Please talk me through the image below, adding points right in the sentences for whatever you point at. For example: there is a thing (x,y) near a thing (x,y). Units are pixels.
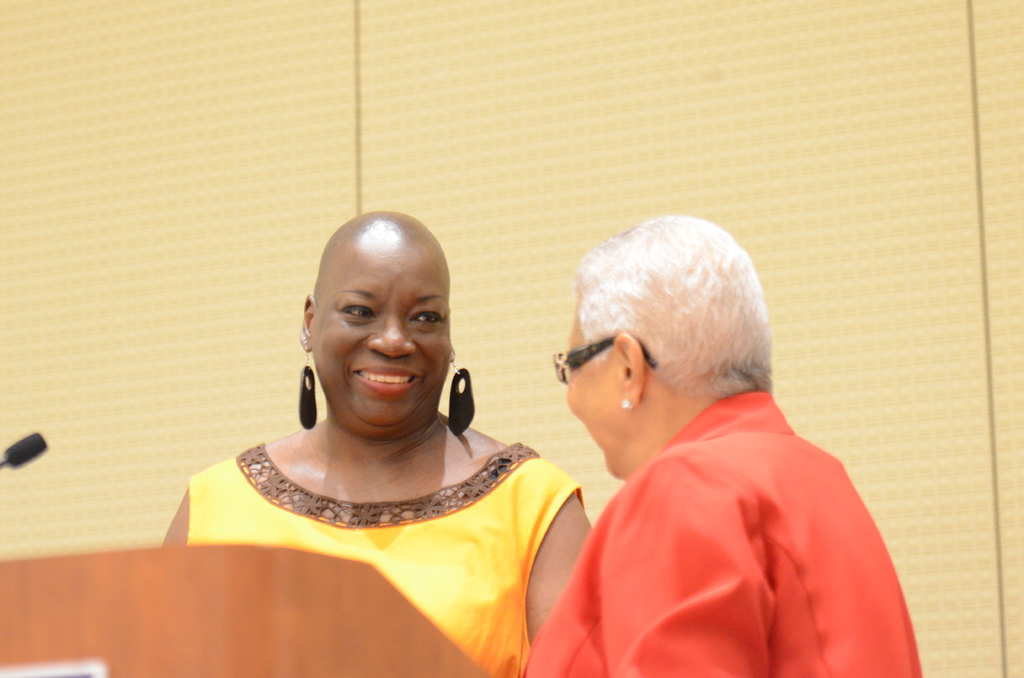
In this image we can see few people (642,502). There is a podium (286,611) at the left side of the image (229,617). There is a microphone (20,443) in the image.
